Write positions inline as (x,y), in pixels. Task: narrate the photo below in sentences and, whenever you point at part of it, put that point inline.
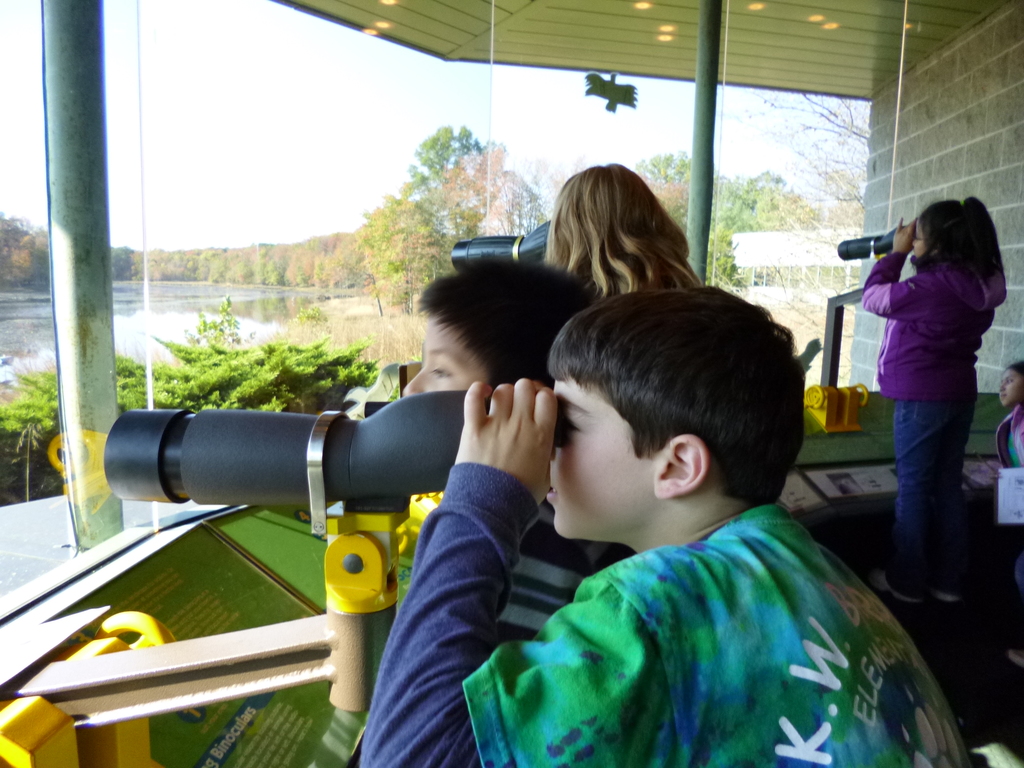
In this picture there is a boy (638,600) who is wearing green t-shirt (696,693) and he is looking something through the telescope (139,498). Beside him there is another boy (522,331) who is standing near to the poster (266,621) which is placed on the wooden box (224,581). Beside him I can see the woman's head (610,245) who is also looking on the telescope (479,240). On the right (999,449) there is a girl (999,449) who is standing near to the woman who is looking on the telescope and wearing hoodie (929,331), jeans (925,411). In the background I can see the river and plants (317,337). In the top left (221,107) there is a sky (218,98).
